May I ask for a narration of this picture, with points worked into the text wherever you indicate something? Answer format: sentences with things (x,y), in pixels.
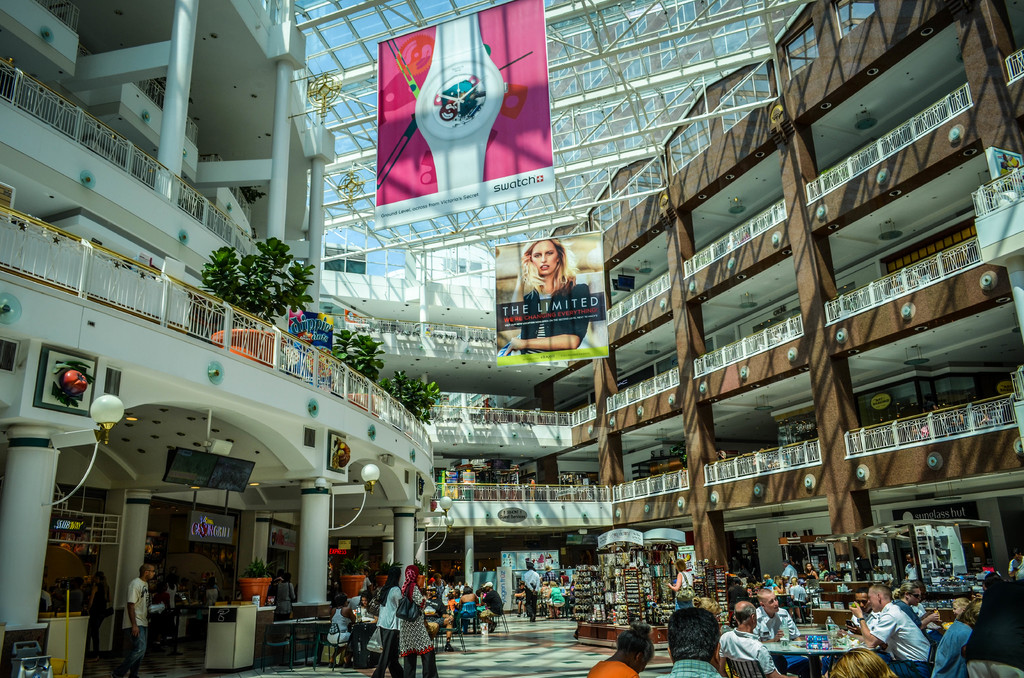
Here I can see a building (560,373). At the bottom of the image (594,676) I can see few people (724,638) are sitting on the chairs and few people (401,632) are walking on the floor (521,638). There are many stalls (631,593). It is looking like a mall (88,416). Here I can see few pillars (399,542) also. On the top (493,95) I can see two banners (444,108) which are hanging to a metal rod (616,85). On the top of the building (221,327) I can see few plants (407,402) which are placed beside the railing (253,343).
